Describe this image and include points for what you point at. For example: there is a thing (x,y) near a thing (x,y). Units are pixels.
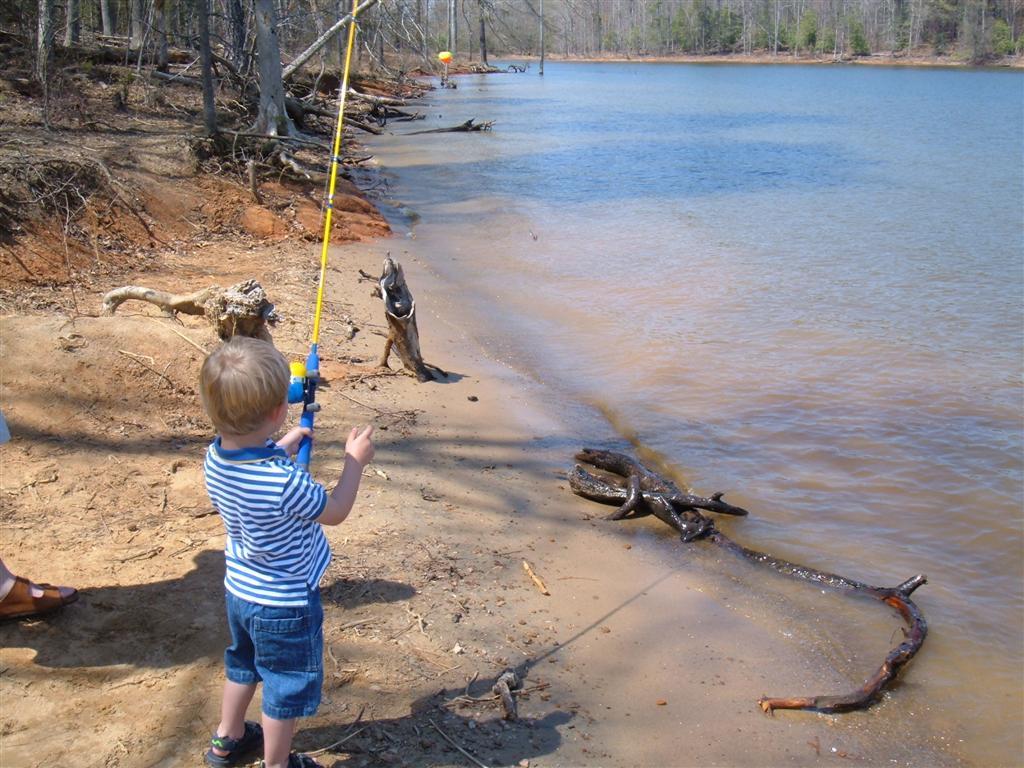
In this image there is a boy (295,478), holding the object (336,161), there is a sand (224,624), there is a river (692,207), there are trees (696,19).
